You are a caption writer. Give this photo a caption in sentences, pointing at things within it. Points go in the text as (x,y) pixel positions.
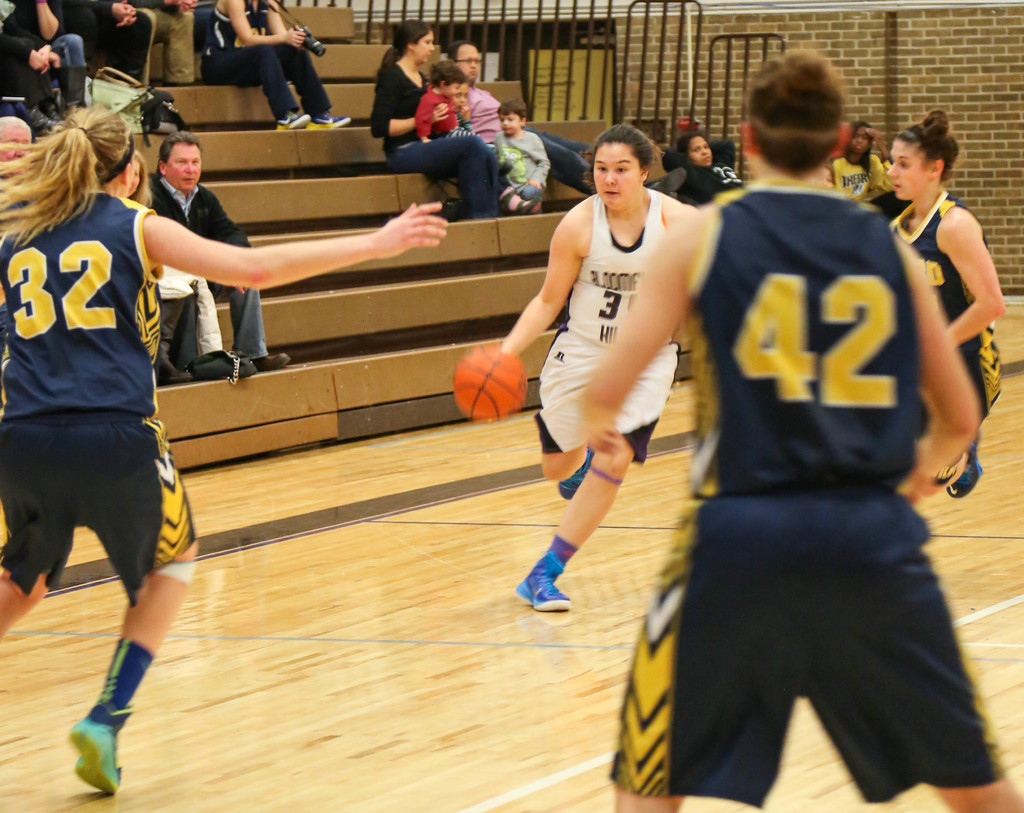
In this picture it looks like few girls (721,201) are playing the basketball in the middle (620,455), on the left side (253,1) few persons (5,5) are sitting on the stairs (355,169). In the background (701,102) may be there is an iron grill (678,79), on the right side (905,103) there is the wall (964,95).
